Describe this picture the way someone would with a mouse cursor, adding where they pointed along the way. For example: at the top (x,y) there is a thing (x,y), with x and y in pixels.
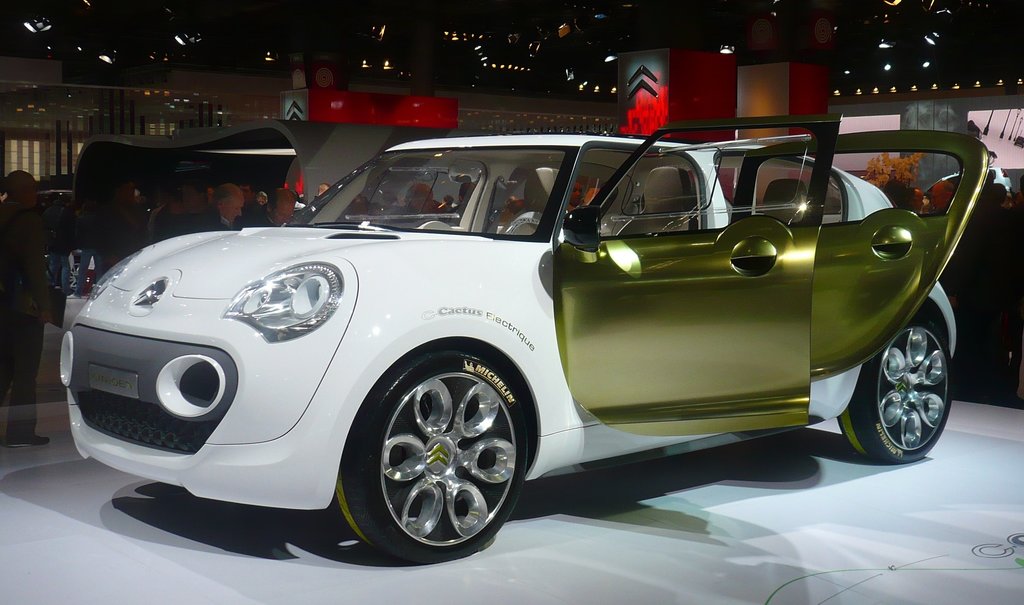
In this image there is a car (683,331) on the floor (729,505). There are people (49,215) standing on the floor (698,477). Right side (898,157) there is a plant (895,178). Background (898,119) there are buildings (3,102). There are vehicles (496,203) on the floor (959,467).
